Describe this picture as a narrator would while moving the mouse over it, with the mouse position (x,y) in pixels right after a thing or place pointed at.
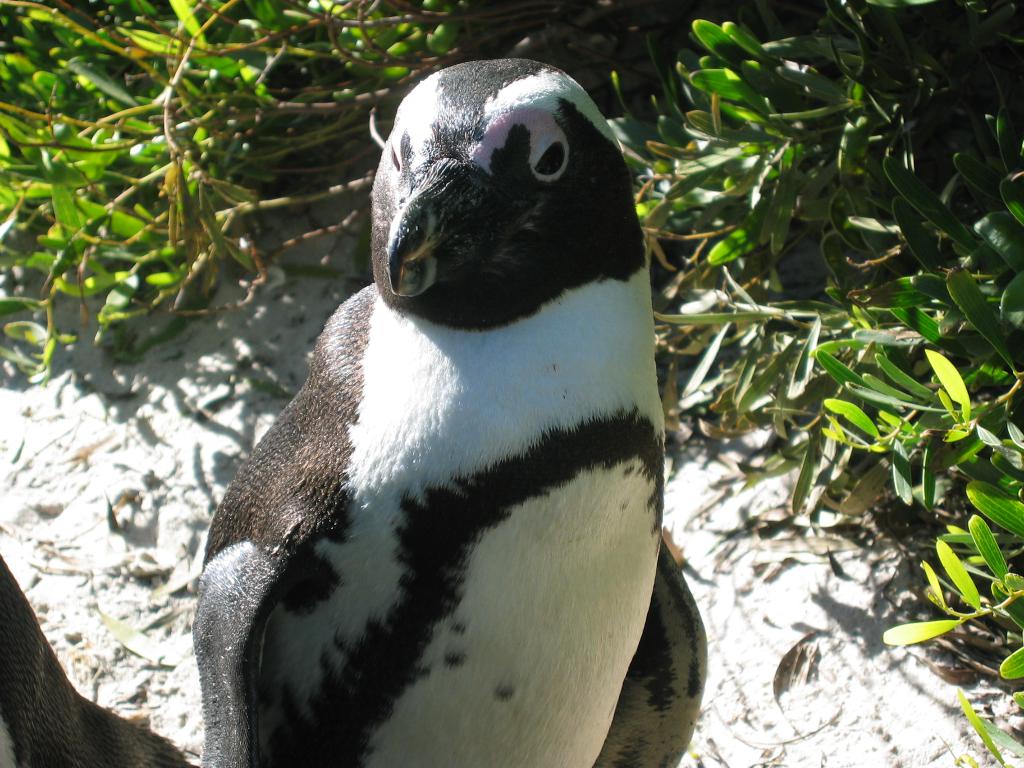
In this image we can see a penguin (337,489). In the background of the image (340,225) there are plants (293,23). At the bottom of the image (858,724) there is sand (858,724).
